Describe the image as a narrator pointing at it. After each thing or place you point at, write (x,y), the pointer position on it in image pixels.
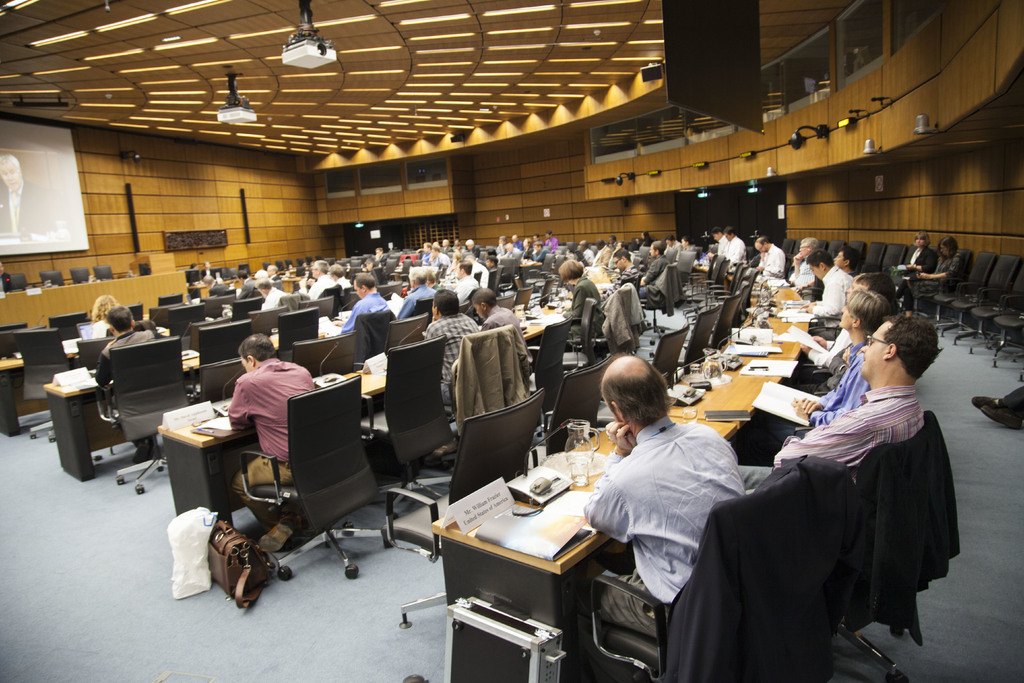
In the center of the image (582,246) we can see a group of people (273,415) are sitting on the chairs (565,336). And we can see one bag (236,561), plastic cover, few jackets (497,372) on the chairs (718,339) and a few other objects (707,372). In front of them, we can see tables (537,327). On the tables (710,399), we can see the papers (726,352), books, glasses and a few other objects (539,496). In the background (445,209) there is a wall (226,209), screen (37,183), chairs (58,283), one table (44,287), lights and a few other objects (542,214).
